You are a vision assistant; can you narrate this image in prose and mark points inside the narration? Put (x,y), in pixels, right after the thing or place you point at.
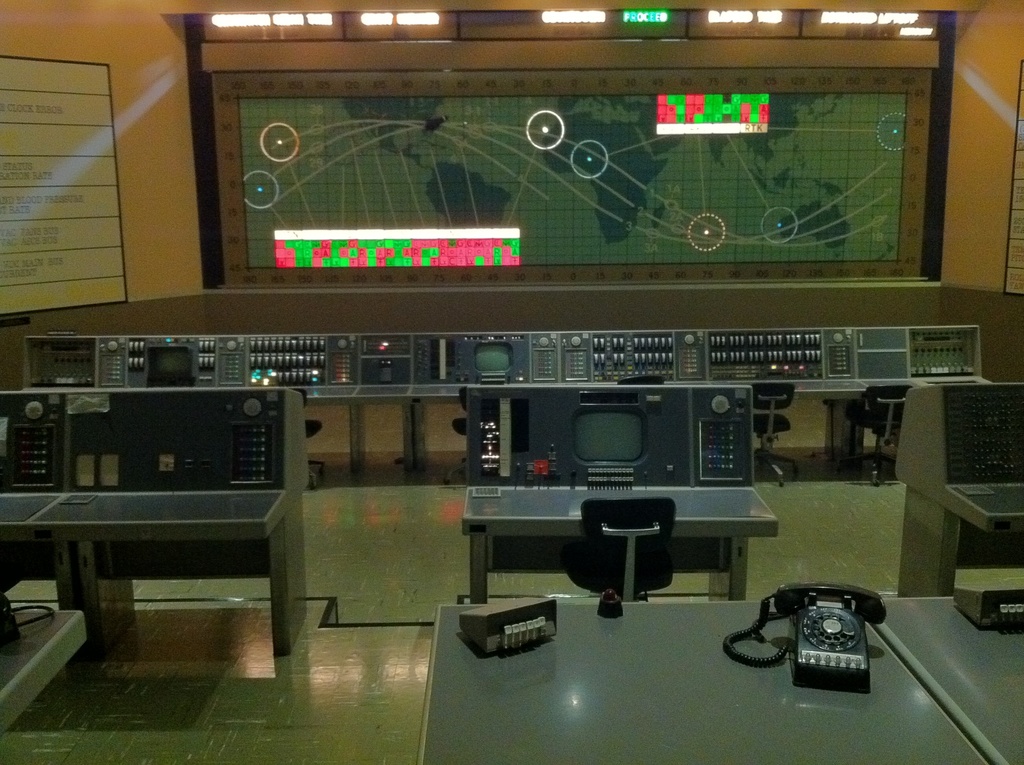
In this image, we can see few devices (45,421), desks (955,734), chairs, floor (377,570), telephone (851,651) and some objects (5,601). Background (173,226) we can see wall (188,200), boards (118,235) and screen (540,164).
